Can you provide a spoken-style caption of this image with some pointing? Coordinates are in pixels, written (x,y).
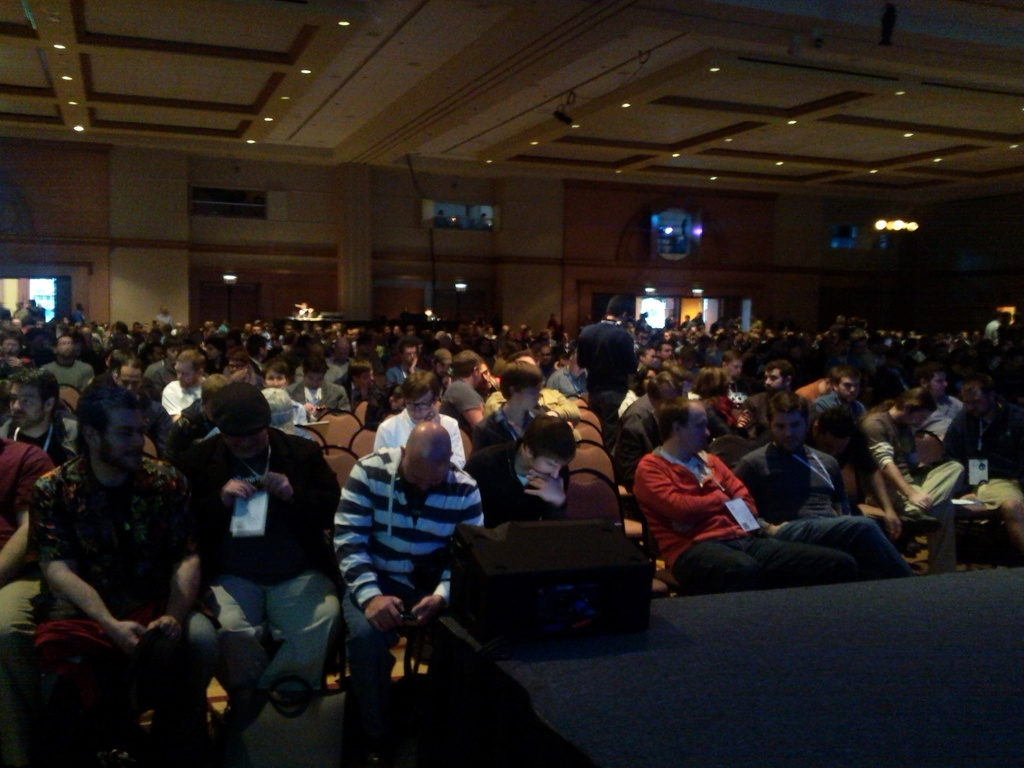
In this image I can see number of persons (214,425) are sitting on chairs (346,478) which are on the floor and in the background (144,283) I can see the wall (154,269), the ceiling (362,139), few lights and to the right bottom of the image (757,701) I can see the stage (799,677) and a black colored object (575,603).
